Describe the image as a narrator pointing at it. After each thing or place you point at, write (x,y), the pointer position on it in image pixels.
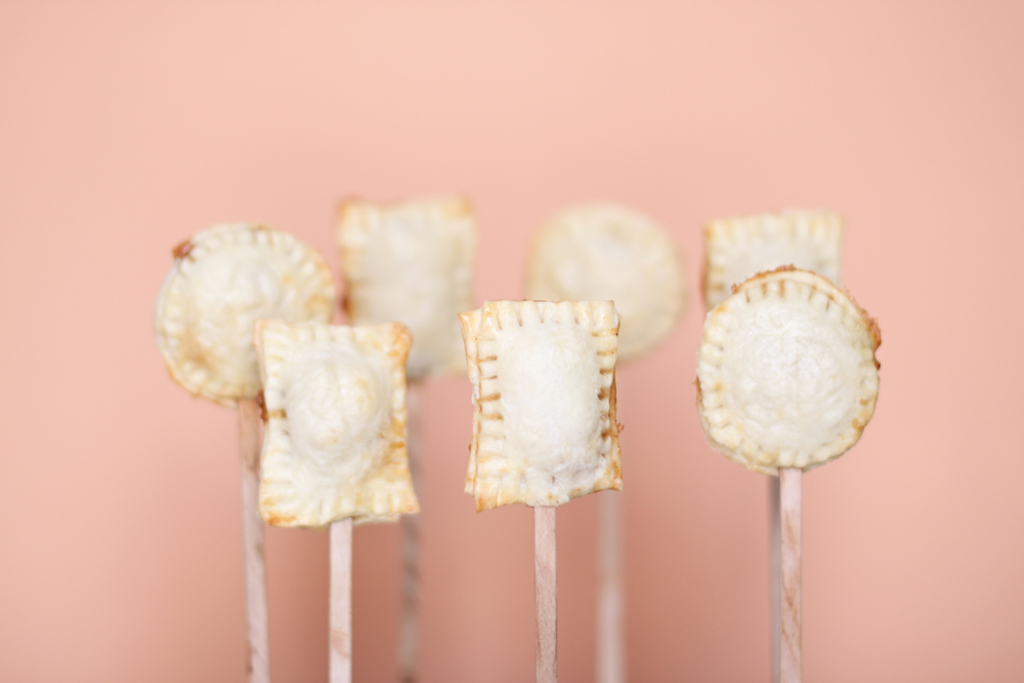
In the center of this picture (525,282) we can see a white color objects (469,377) seems to be the food items (779,360) and we can see the wooden sticks (788,533). In the background (284,91) we can see the pink color object (159,462).
